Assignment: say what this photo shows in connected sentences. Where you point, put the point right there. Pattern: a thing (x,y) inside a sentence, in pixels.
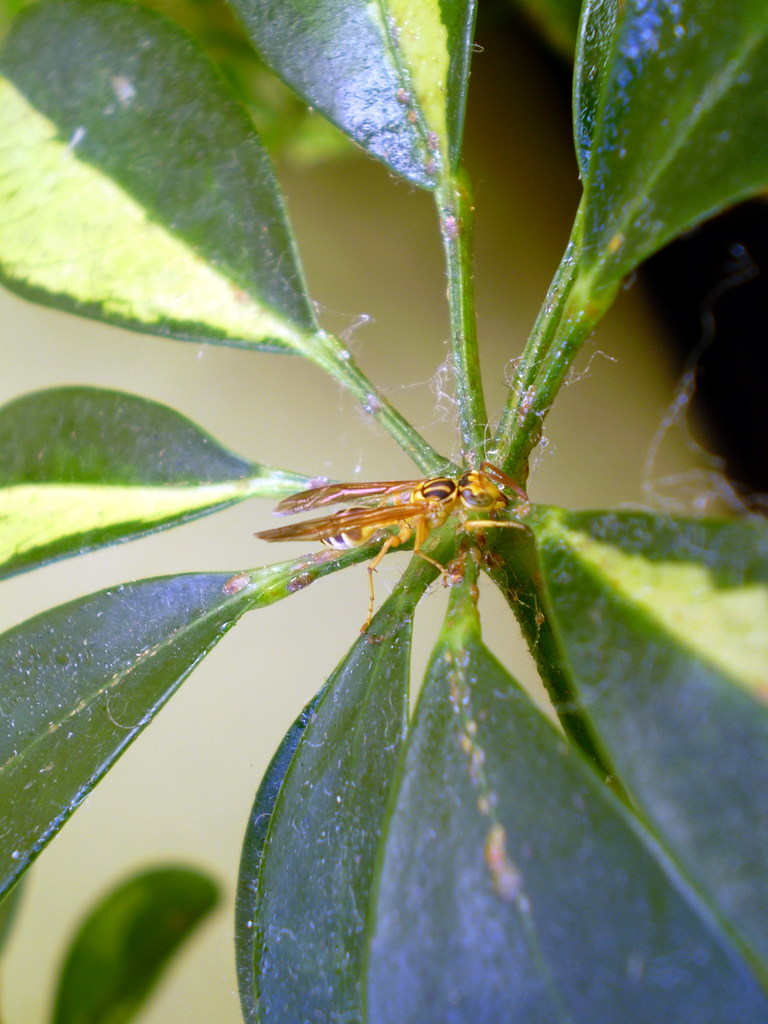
In this picture we can see a few green leaves (372,765) on a plant (424,753).
